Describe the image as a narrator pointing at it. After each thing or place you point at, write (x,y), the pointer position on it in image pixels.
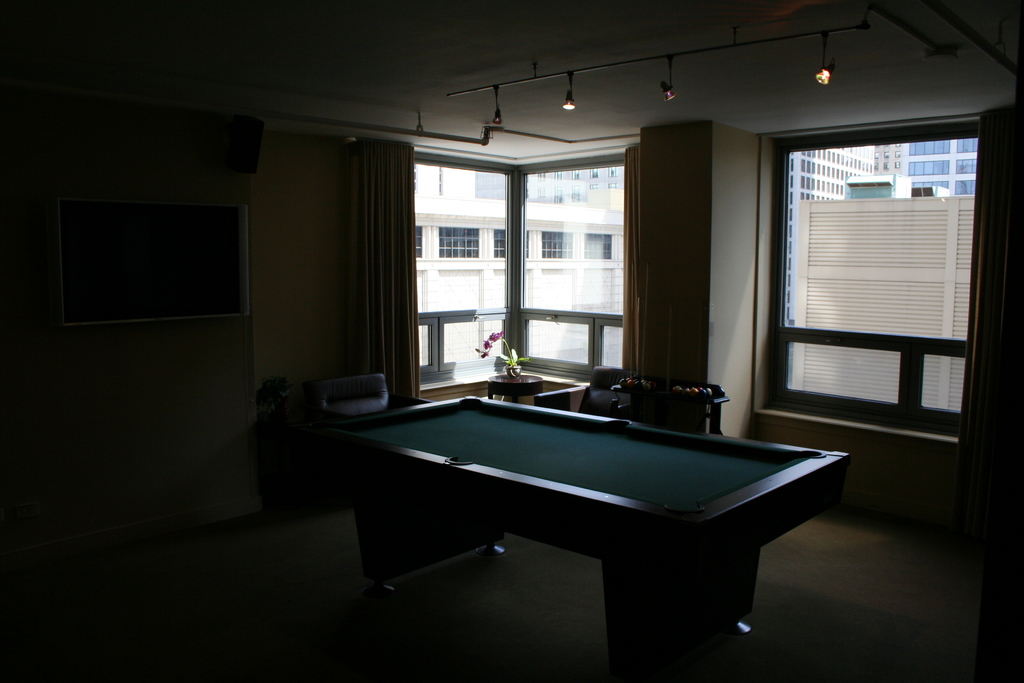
There is a billiards table (614,478), curtains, balls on a table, flower vase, frame (161,277) on the wall (262,328) and window (581,370) in this room (656,439). Through window (959,298) we can see buildings (790,259).
